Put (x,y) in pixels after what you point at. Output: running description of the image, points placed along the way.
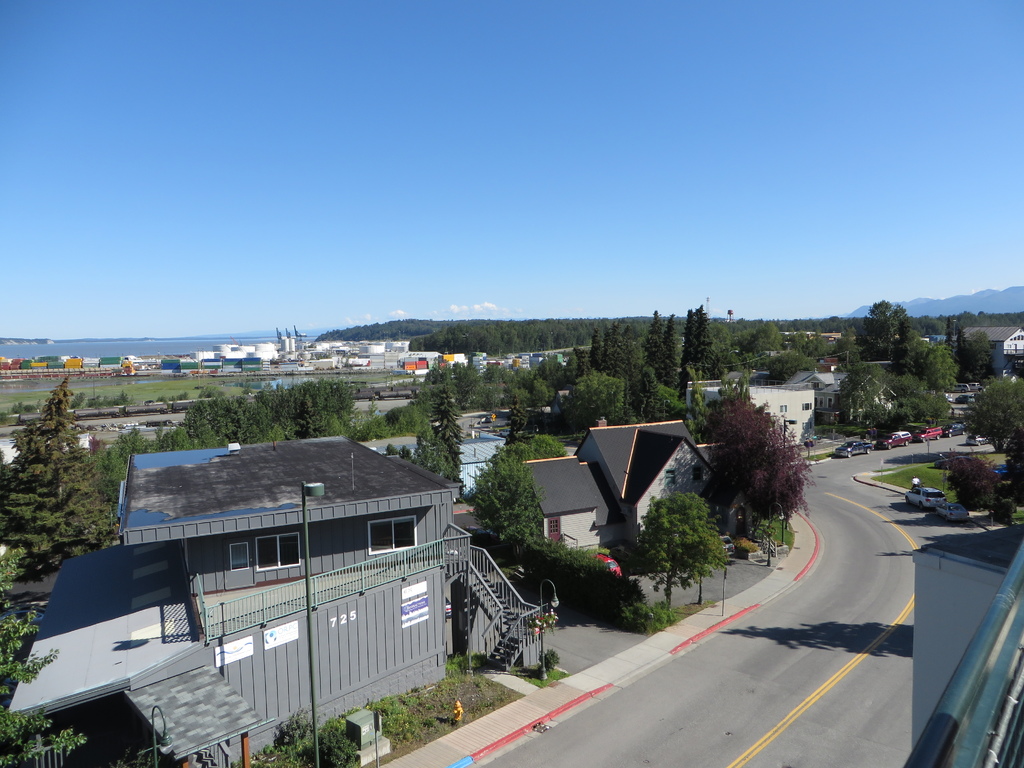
In this image I can see the vehicles (885,440) on the road (701,716). In the background (447,442), I can see the buildings (144,535), trees (476,376) and clouds (486,310) in the sky (403,199).
